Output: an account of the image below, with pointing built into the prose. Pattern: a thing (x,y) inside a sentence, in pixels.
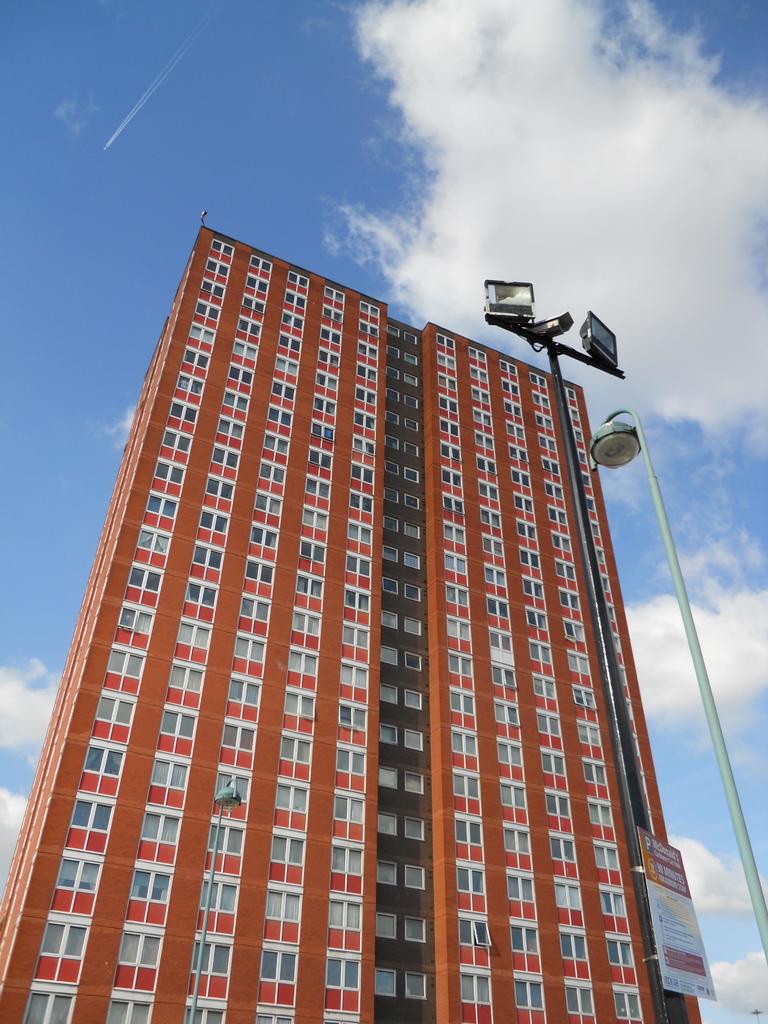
In this image in the center (347,574) there is a building (408,666). In front of the building (519,638) there is a pole (589,567) and on the pole (642,865) this is a banner (667,904) with some text (672,911) written on it and the sky (527,193) is cloudy.
